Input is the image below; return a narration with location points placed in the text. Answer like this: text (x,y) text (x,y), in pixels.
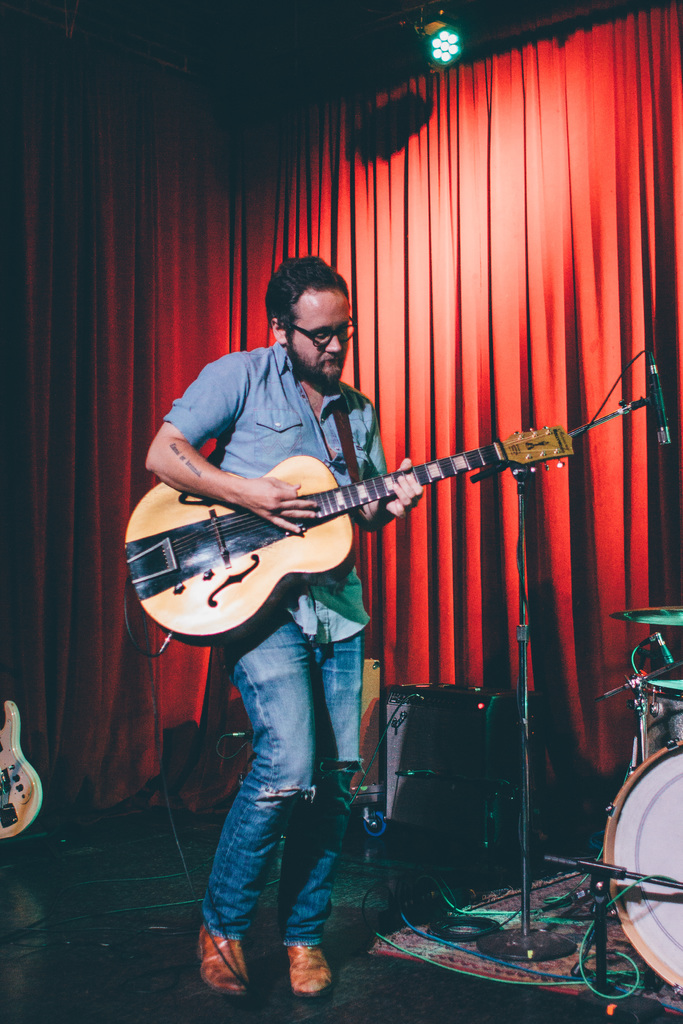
Here we see a man (336,351) playing a guitar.
